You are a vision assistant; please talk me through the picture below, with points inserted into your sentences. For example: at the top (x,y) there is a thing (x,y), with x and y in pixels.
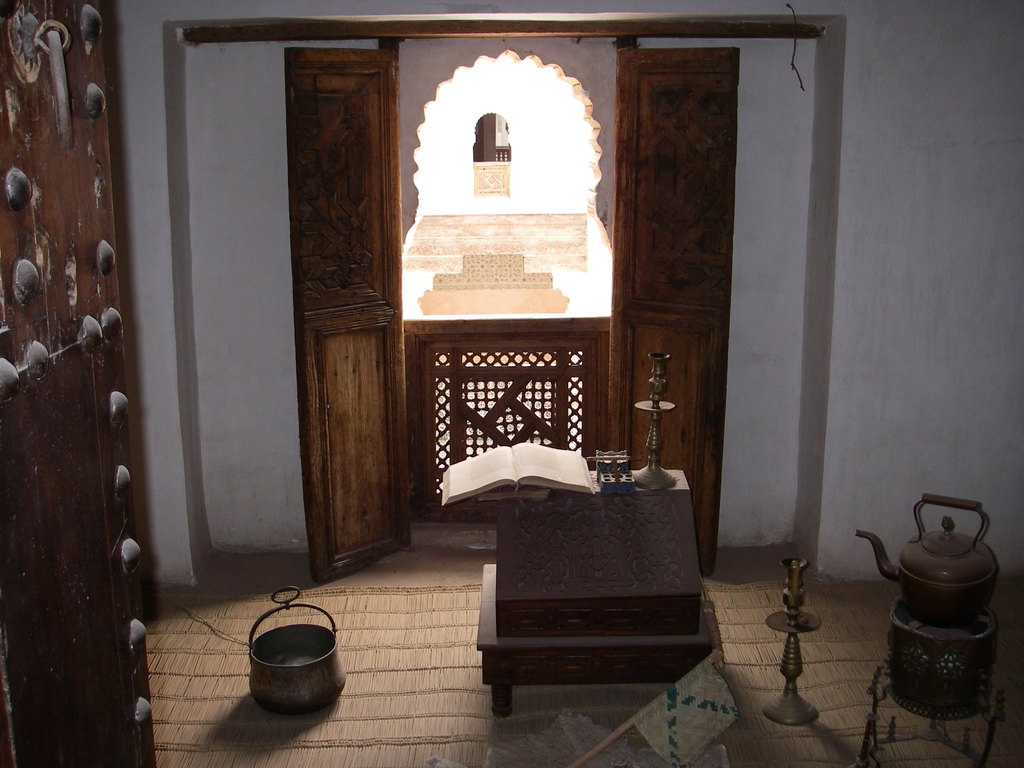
In this image we can see there are few objects (500,620) placed on the mat (739,658) on a floor (737,568). On the left side of the image (72,505) there is a wooden door (66,552). In the background (354,258) there is a wall (1009,474) and an open door (643,335).
